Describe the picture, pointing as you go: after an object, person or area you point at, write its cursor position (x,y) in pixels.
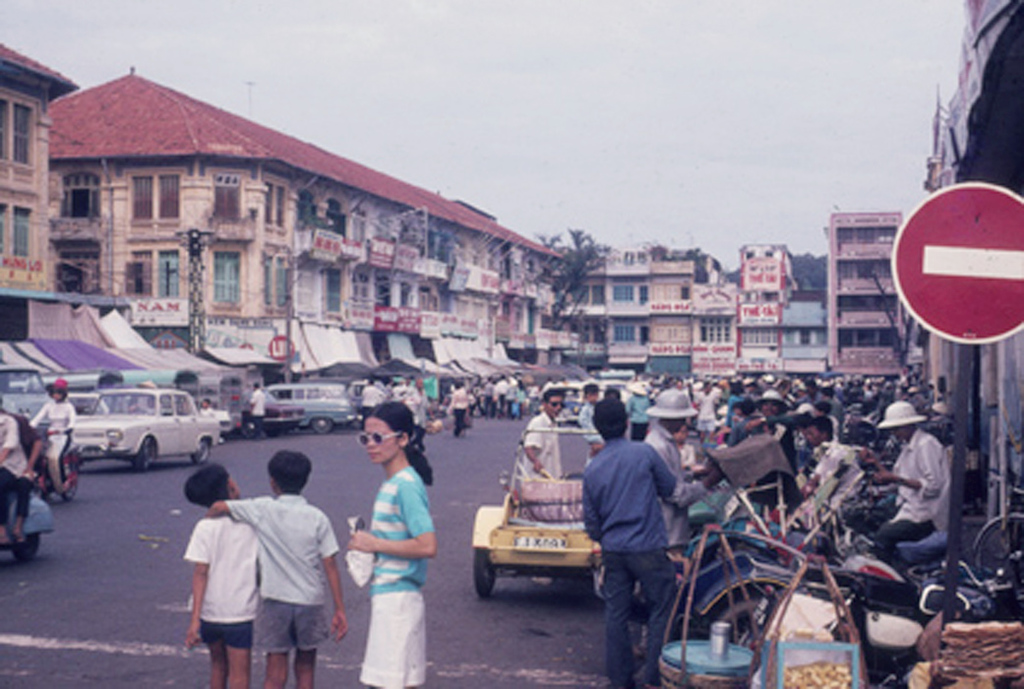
In this picture we can see a few people (493,387) on the path (606,678). There is some people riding on the vehicles (888,641). We can see a sign board (957,285) on the pole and some food items (988,669) on the right side (990,656). There are few trees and buildings (658,324) in the background (442,223).
